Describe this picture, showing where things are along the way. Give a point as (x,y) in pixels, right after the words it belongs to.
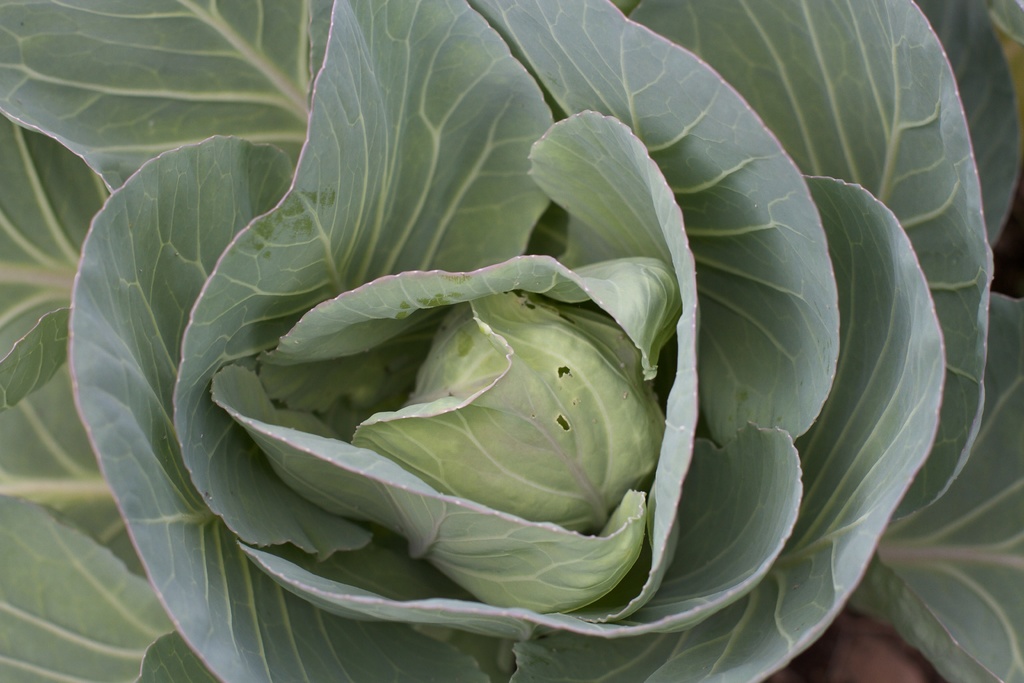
This picture contains spring greens (761,304), which is green in color.
